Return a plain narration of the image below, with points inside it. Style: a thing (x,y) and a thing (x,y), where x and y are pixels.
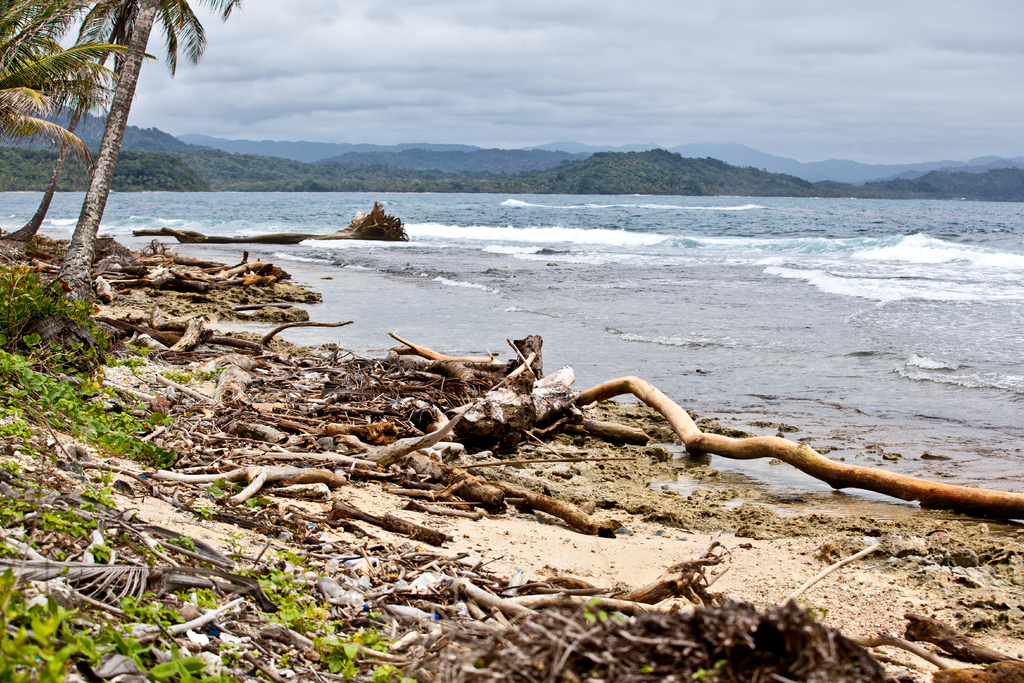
At the bottom of the picture (281,501), we see herbs (4,611) and wooden twigs (226,399). On the left side (34,63), we see trees (72,69). In the middle of the picture (555,317), we see water (664,248) and this water (621,345) might be in the sea (816,364). There are trees (364,188) and hills (342,163) in the background (634,175). At the top of the picture (522,126), we see the sky (397,28).
